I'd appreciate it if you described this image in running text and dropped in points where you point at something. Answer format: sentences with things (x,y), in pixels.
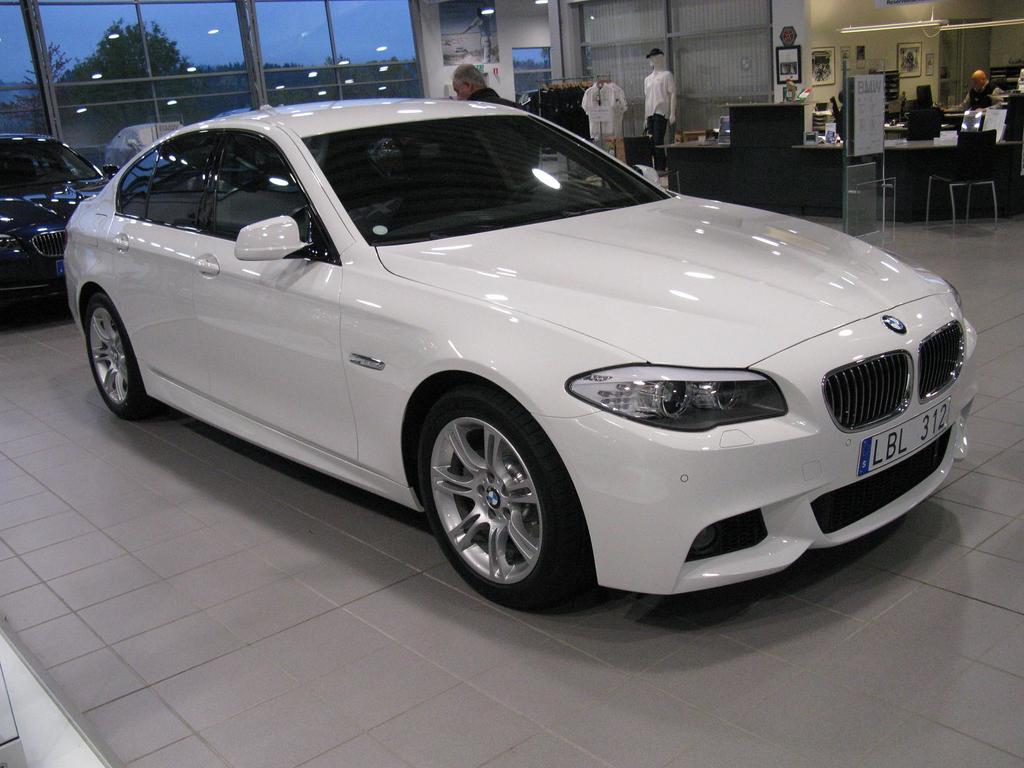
In this image there are cars (191,288) parked on the floor (328,604). Behind the cars (241,139) there are glass walls (188,68). Outside the walls (169,110) there are trees (164,48) and the sky (268,24). In the top right (764,167) there are tables (945,167). There are a few people (494,97) near to the tables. Behind them there is a wall (882,38). There are picture frames (911,60) on the wall (841,60). There is a mannequin (658,93) in the image. Beside the mannequin (662,103) there are shirts (595,101) hanging to the rods (577,78). There are lights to the ceiling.
